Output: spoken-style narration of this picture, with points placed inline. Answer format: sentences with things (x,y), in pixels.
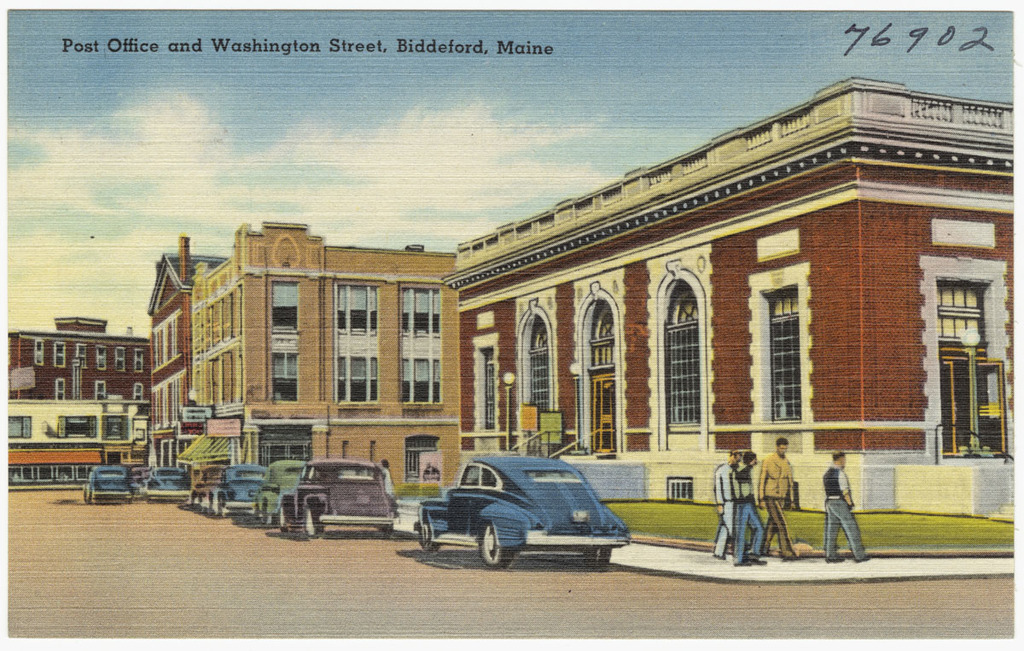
This image is a drawing. In this there are buildings (355,420). There are cars (478,470). There are people (868,559) walking. There is road (509,586). There is some text (150,42) at the top of the image (542,46).
